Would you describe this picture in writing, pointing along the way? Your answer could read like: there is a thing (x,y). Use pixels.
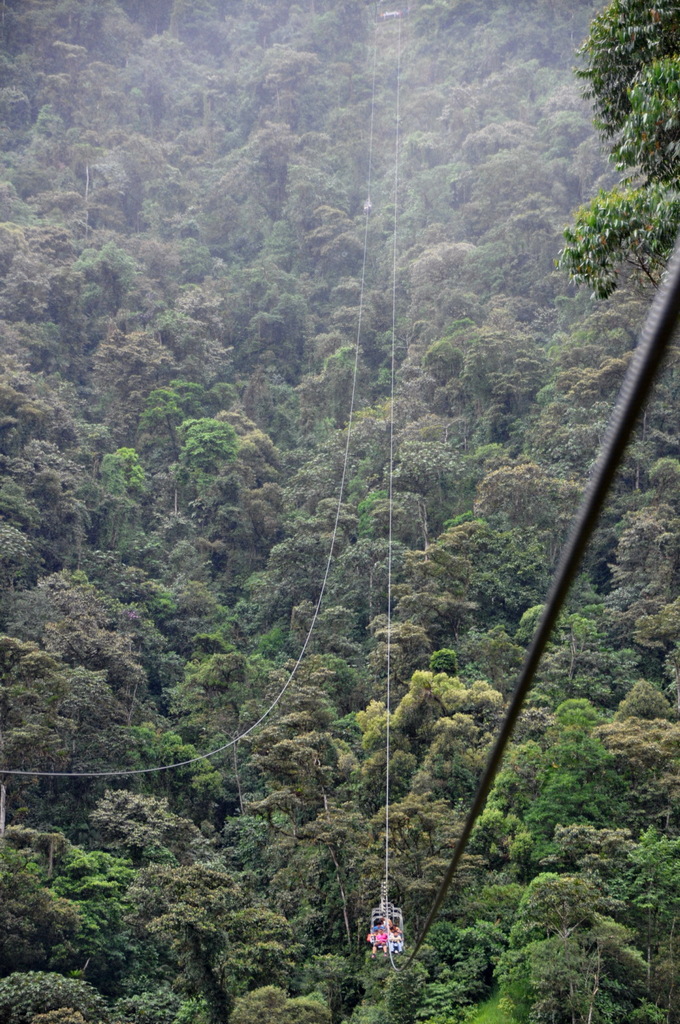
This is an aerial view. In the center of the image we can see the ropeway (388,692). In the background of the image (362,244) we can see the trees (255,636).
